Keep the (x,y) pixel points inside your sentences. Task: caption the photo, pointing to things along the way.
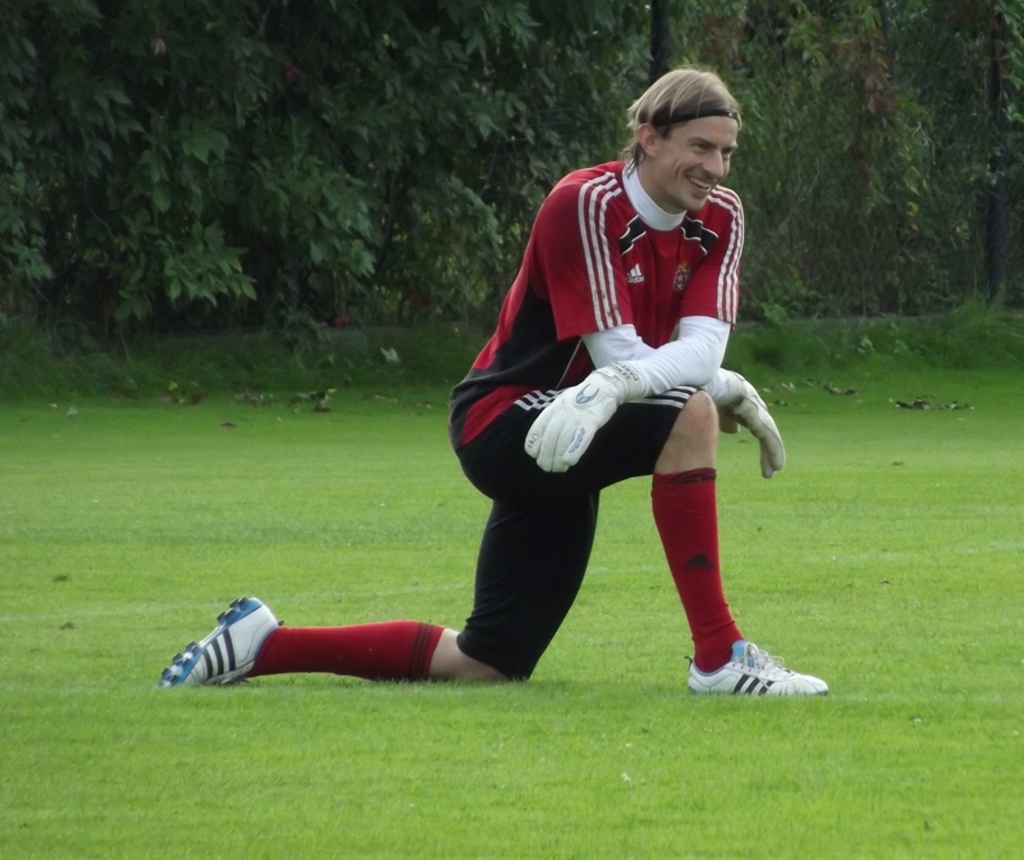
In the picture we can see a man (488,536) sitting on the knee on the grass surface (345,527), the man (661,103) is wearing a red T-shirt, socks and shoes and in the background (197,180) we can see a tree (330,207).
